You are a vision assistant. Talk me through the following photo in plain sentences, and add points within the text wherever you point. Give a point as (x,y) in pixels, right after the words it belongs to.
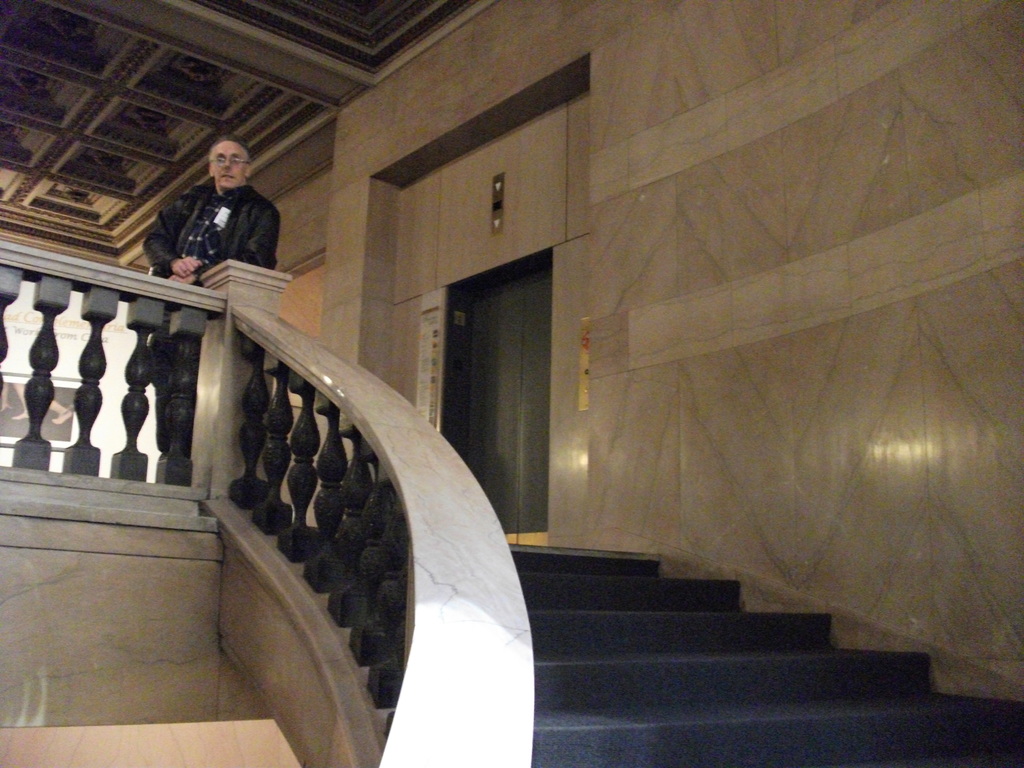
The picture is taken in a building (526,520). In the foreground (602,607) it is staircase (578,574). In the center of the picture (517,428) there is a person (217,204) and lift (496,359). At the top (230,74) it is ceiling (196,82).
